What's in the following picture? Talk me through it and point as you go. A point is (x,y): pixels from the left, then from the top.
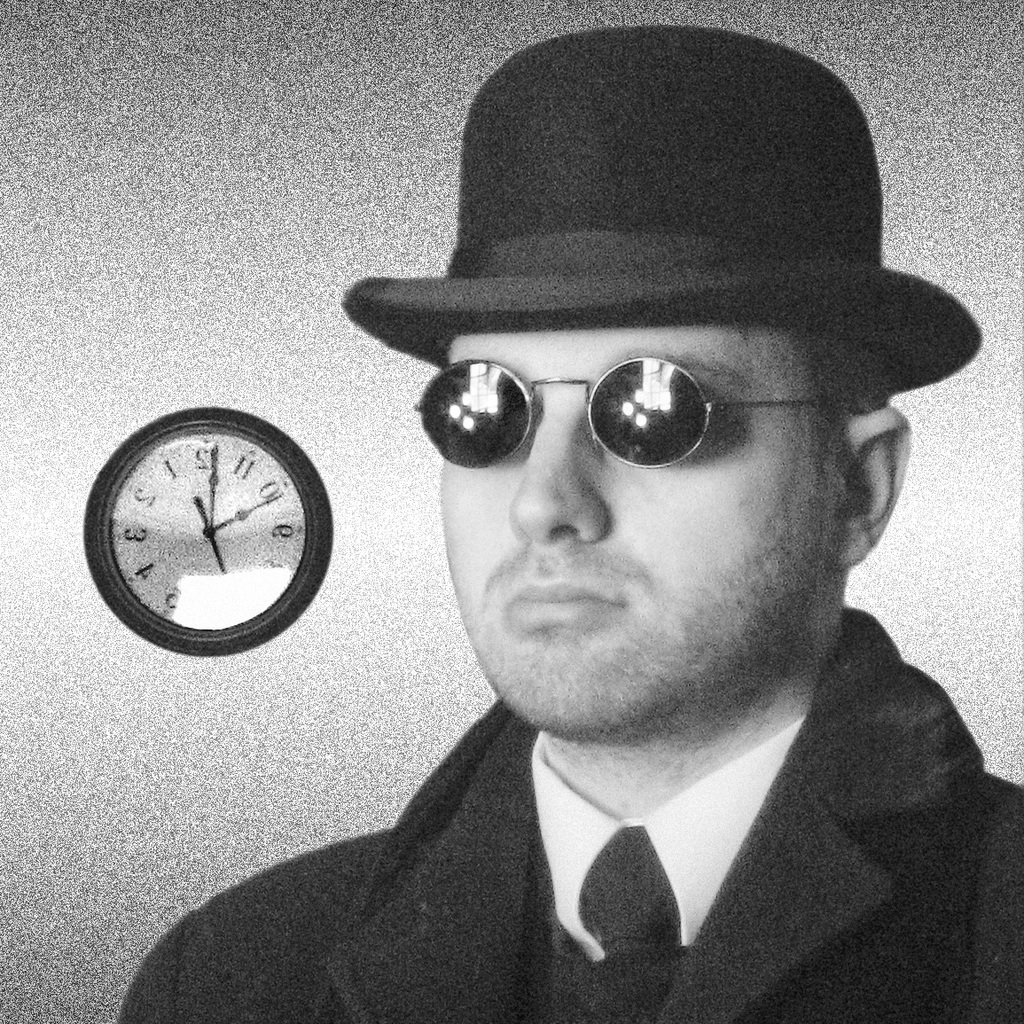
It is a black and white image. In this image we can see a person (622,478) wearing the glasses (689,410) and also the hat (515,235). In the background (286,527) we can see the clock (280,494) attached to the wall (235,296).
